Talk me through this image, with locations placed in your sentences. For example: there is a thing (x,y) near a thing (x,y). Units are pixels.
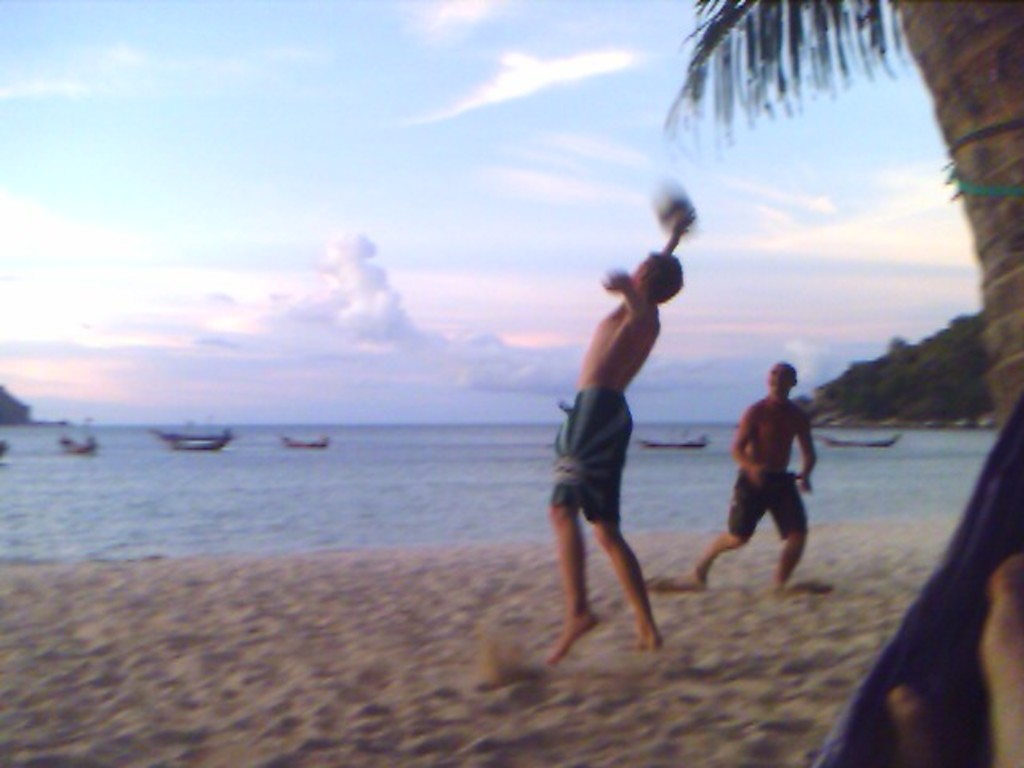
In this picture we can see few people (611,392), beside to them we can find a tree (984,153), in the background (74,447) we can see few boats (165,433) on the water (493,445), clouds (436,366) and trees (895,379).
